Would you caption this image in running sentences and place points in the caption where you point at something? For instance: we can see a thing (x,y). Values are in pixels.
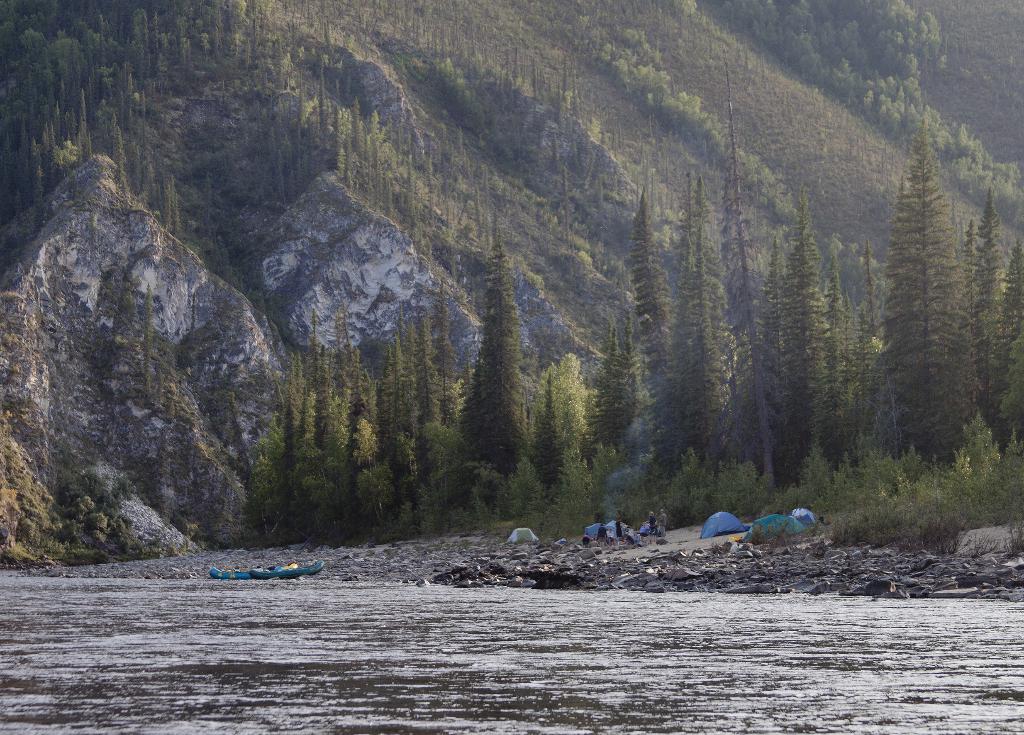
This picture is clicked outside. In the foreground (753,660) we can see a water body (576,659). In the center (382,304) we can see the tents (788,518), group of persons (653,534) and some other objects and we can see the trees (595,446), plants (451,482) and hills (540,160).
